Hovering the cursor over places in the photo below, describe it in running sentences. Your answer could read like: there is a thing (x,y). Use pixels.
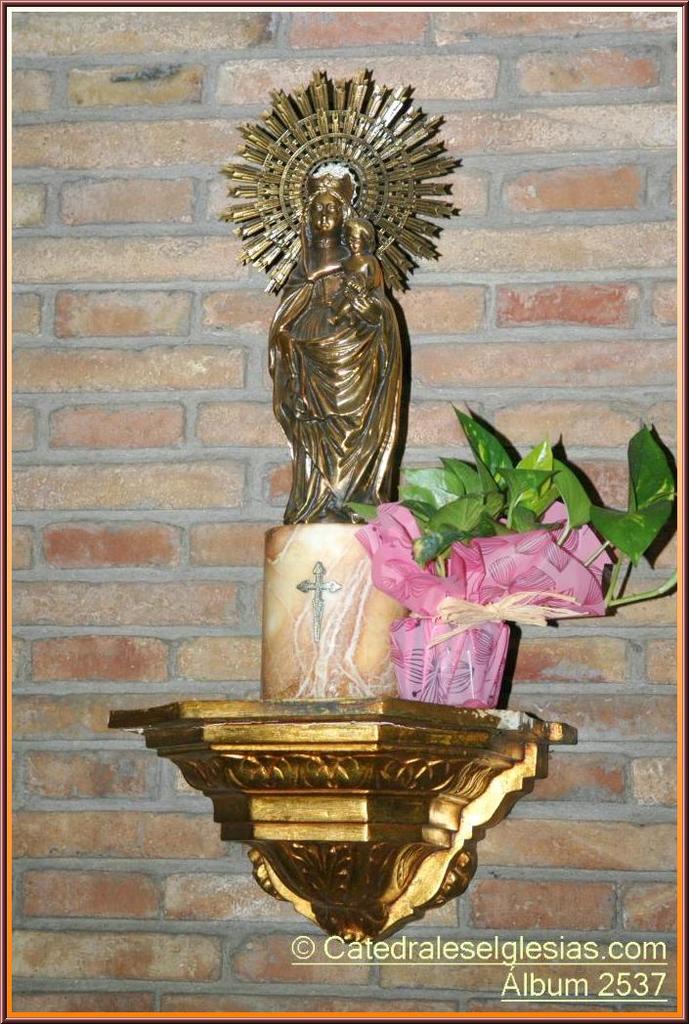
In this image I can see the wall (180,406) which is made up of bricks (218,376) and to the wall (117,433) I can see a gold colored object (371,813). On it I can see a statue (367,232) and a plant (500,524). I can see something is written to the right bottom of the image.
